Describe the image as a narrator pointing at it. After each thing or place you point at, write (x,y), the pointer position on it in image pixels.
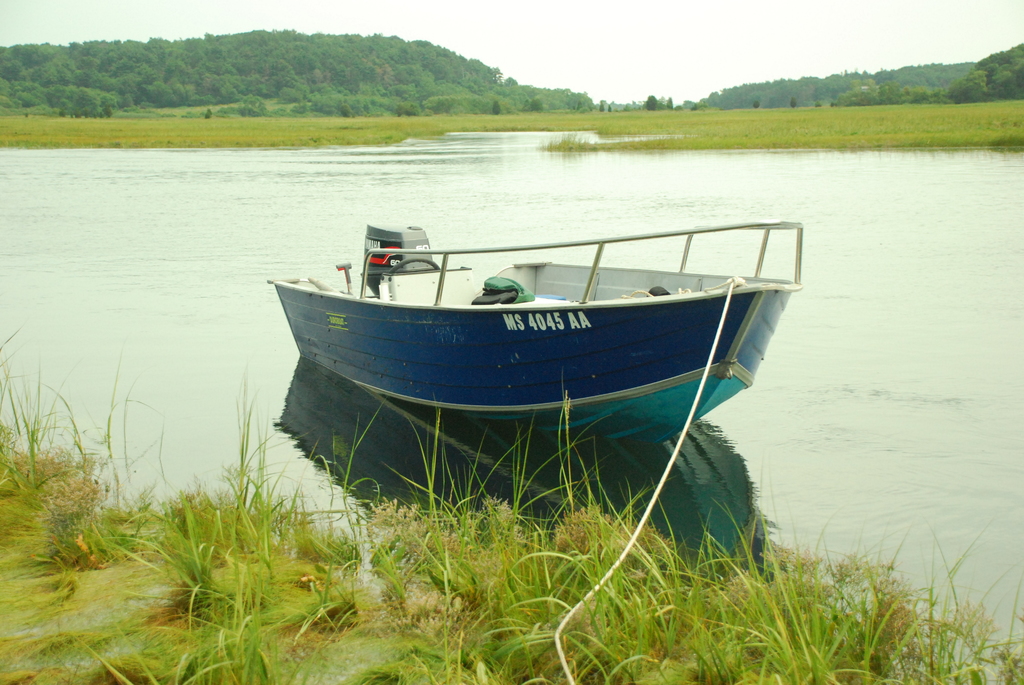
In this image we can see a boat (429,372) on water (386,216). In the background of the image (306,89) there are mountains (345,55), trees (521,92), sky (620,91). At the bottom of the image (413,600) there is grass (257,627).
